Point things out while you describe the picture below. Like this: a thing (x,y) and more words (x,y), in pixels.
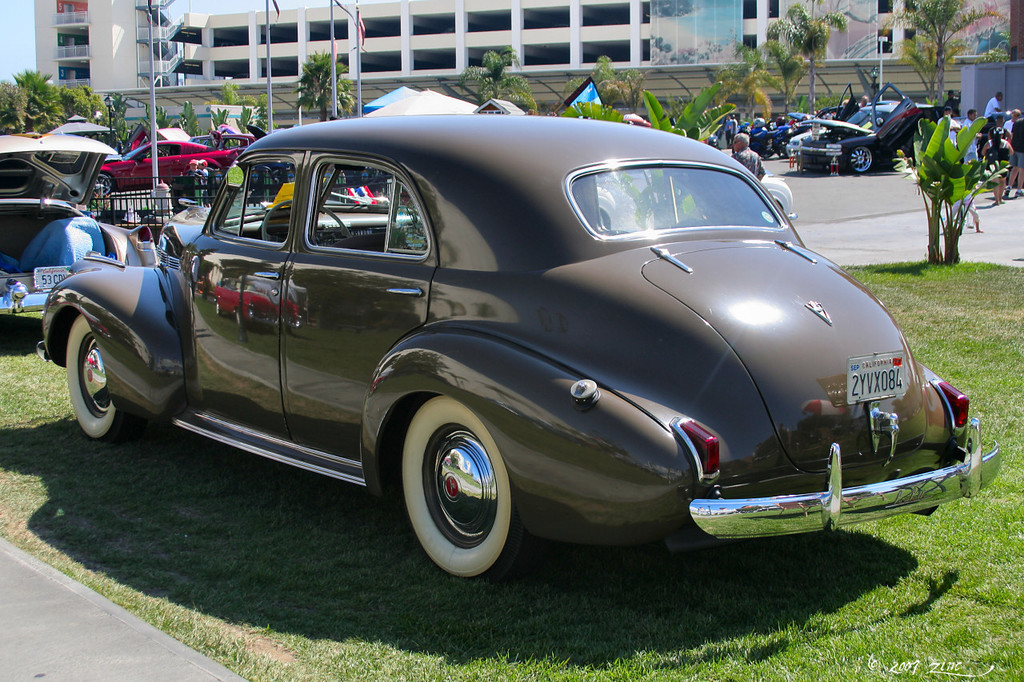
In the center of the image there is a car (887,508) on the grass (813,608). In the background of the image (12,145) there are cars (209,134), trees (784,71), buildings (452,47). To the left side of the image (30,565) there is road (51,648).
